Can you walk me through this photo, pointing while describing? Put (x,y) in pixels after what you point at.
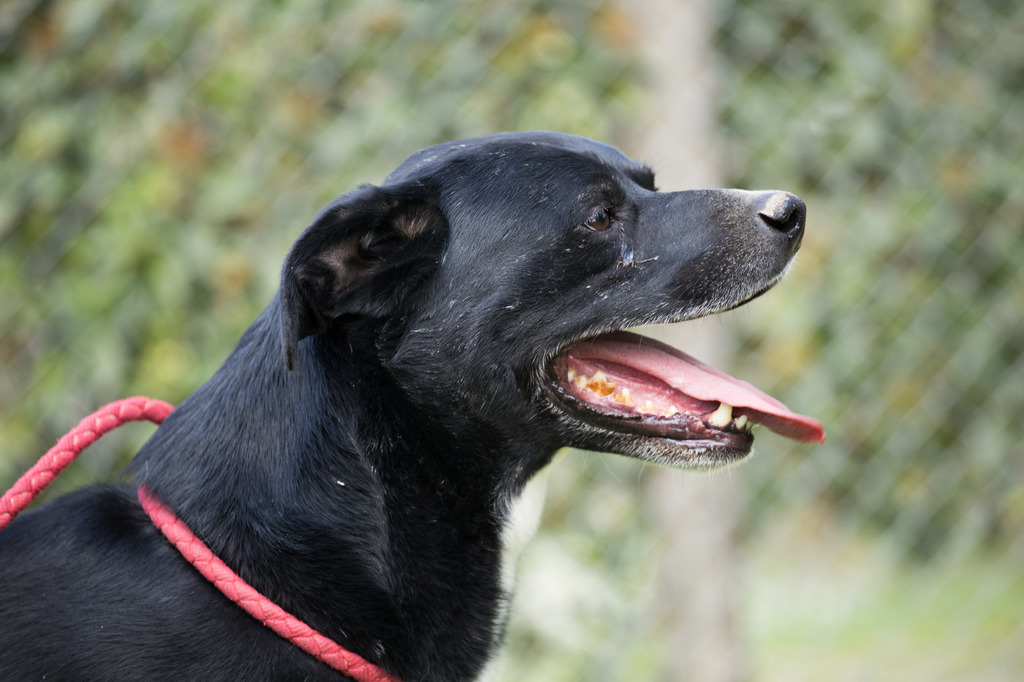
In this image I can see a black color dog (342,441) facing towards the right side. There is a red color belt (245,590) around its neck (437,595). The background (65,247) is blurred.
